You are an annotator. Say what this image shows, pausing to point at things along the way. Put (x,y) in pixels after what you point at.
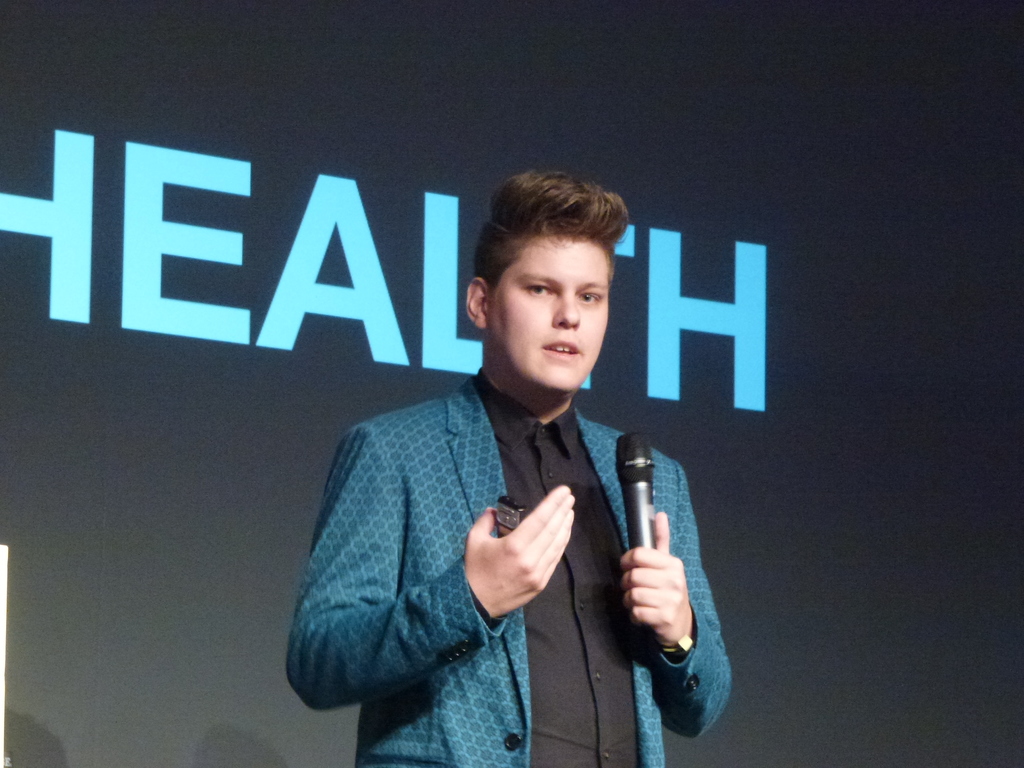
In the center of the image (519,370) there is a person (525,543) standing and holding a mic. In the background (993,30) there is screen (1000,301).
